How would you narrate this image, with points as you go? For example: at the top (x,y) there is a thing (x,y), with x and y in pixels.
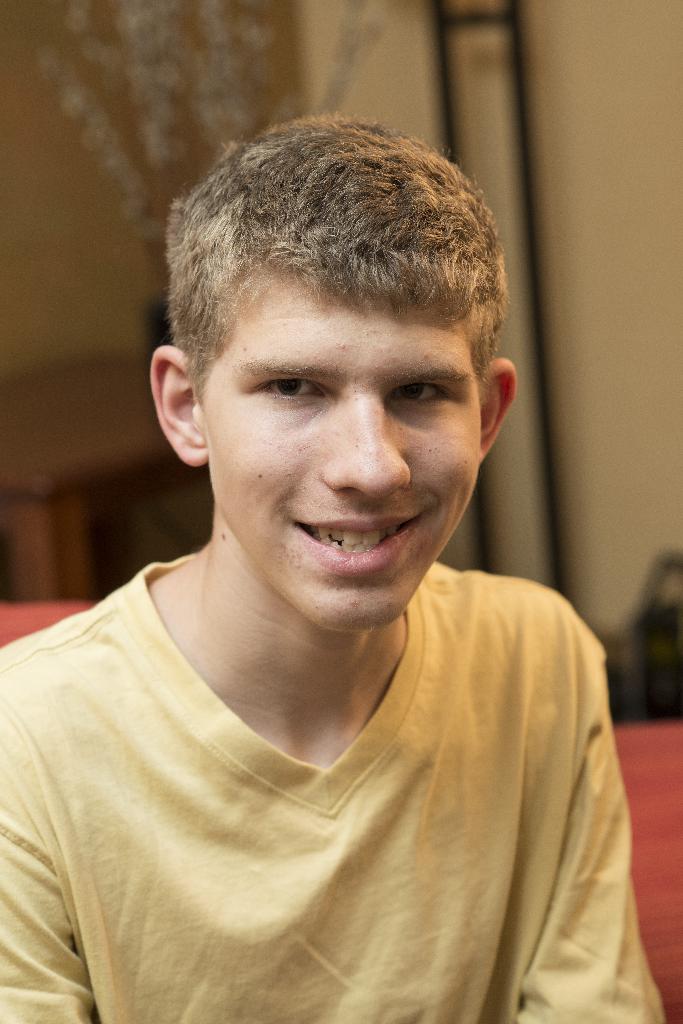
A man (328,824) is looking at the camera, he wore yellow color t-shirt (470,915). On the right side (601,287) there is a wall (605,459).
